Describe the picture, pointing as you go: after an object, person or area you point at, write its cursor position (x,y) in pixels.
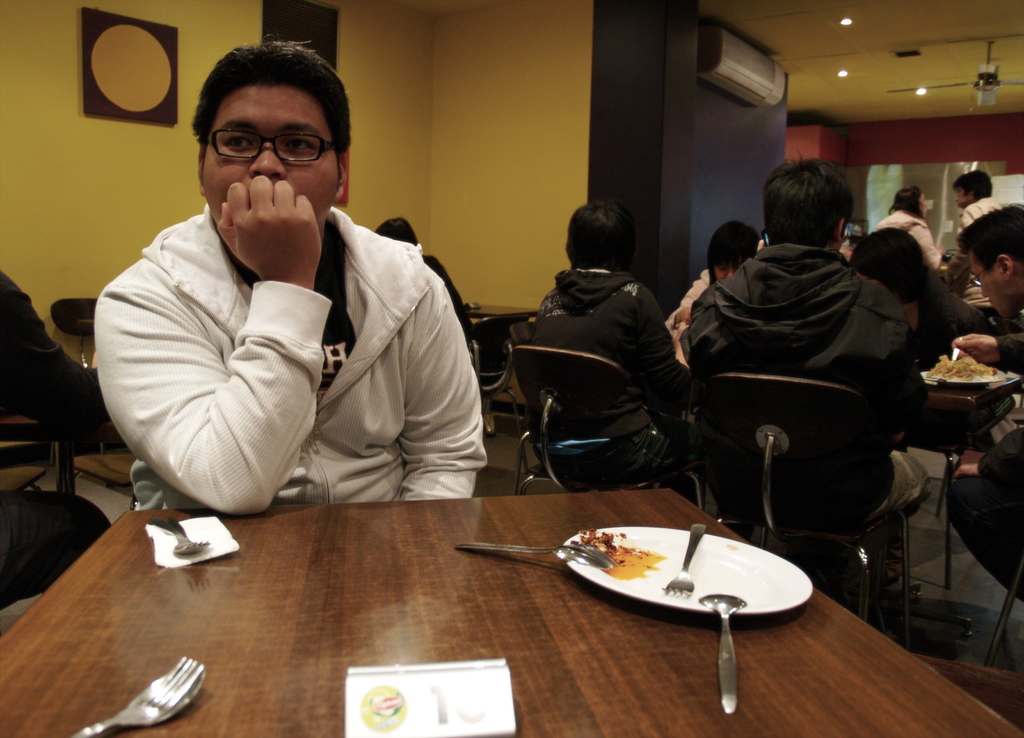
In this image there is a man (414,382) with white jacket (218,311) sitting behind the table (301,548). There is plate (683,606), fork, spoon (732,607) and a tissue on the table (482,624). At the right side of the image (823,298) there are group of people (823,298) and at the top right (750,86) there is a conditioner (774,71) and a light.
